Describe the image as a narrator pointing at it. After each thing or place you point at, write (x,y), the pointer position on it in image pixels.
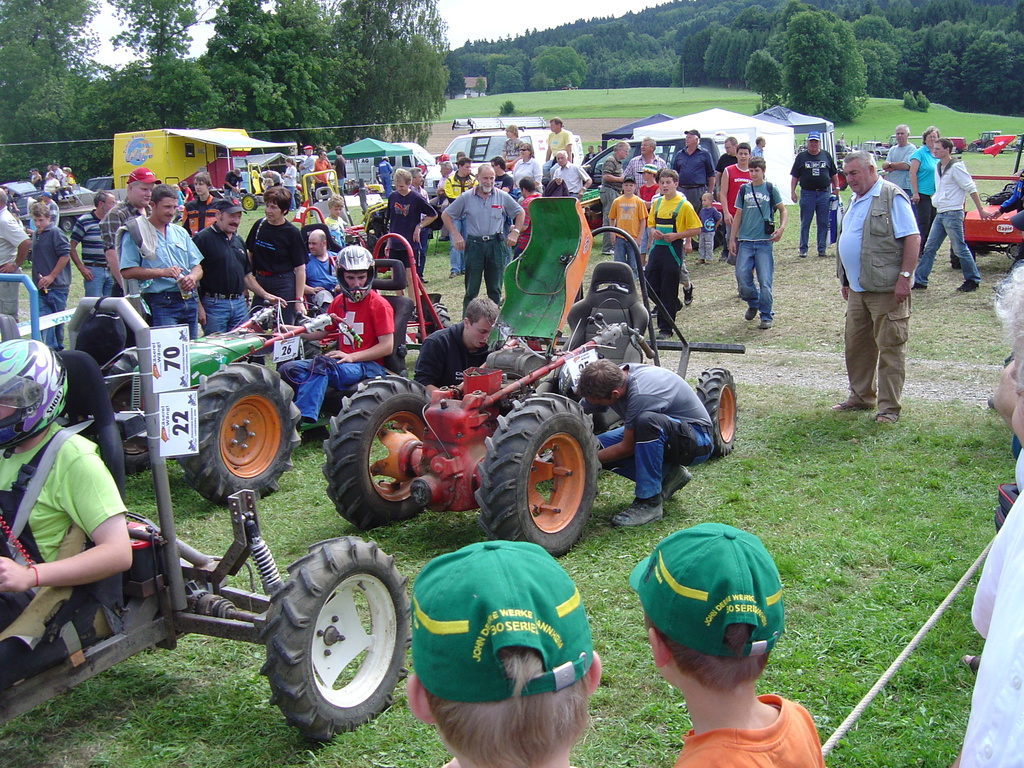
In this picture I can see a number of vehicles (409,445) on the surface (333,516). I can see green grass (126,499). I can see trees (370,1). I can see a few people (461,358) standing on the surface (321,468).
